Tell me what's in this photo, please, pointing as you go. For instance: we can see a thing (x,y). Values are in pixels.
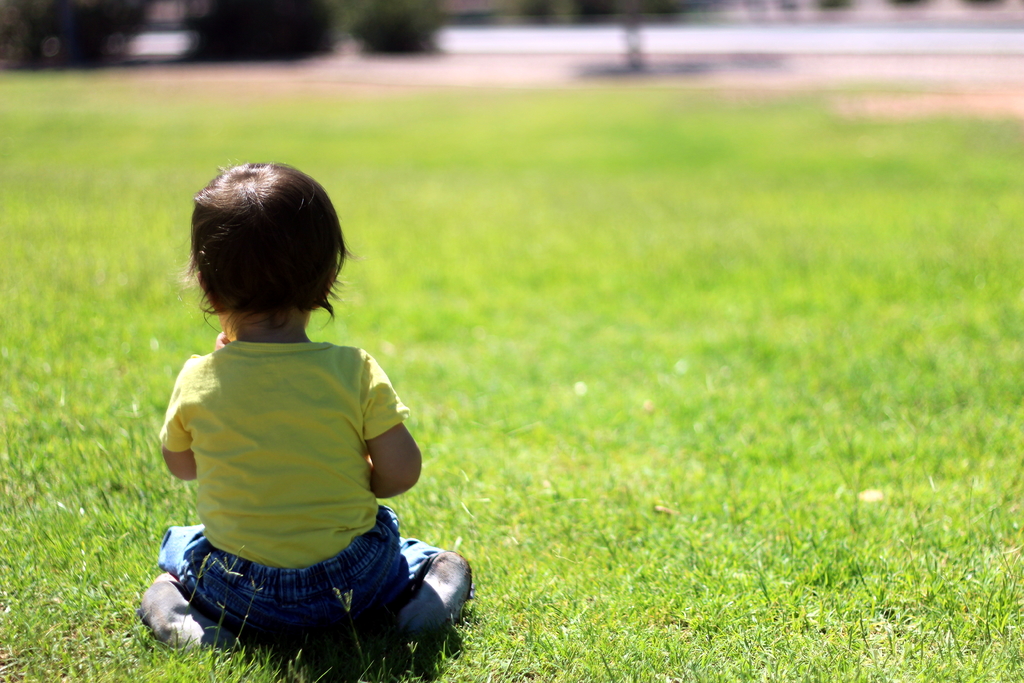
In this image I can see the child (246,421) sitting on the grass (484,579). The child (397,518) is wearing the yellow and blue color dress (292,468) and there is a blurred background (719,27).
